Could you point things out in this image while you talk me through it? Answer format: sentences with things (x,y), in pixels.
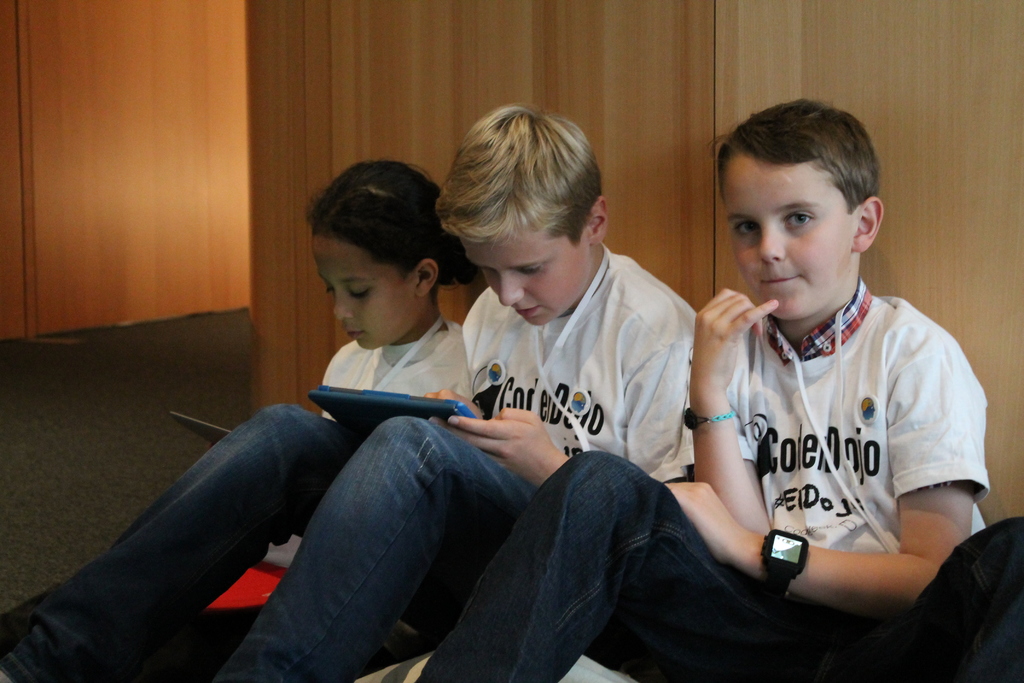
In this image, we can see kids (856,424) wearing clothes (512,352) and sitting in front of the wooden wall (605,138). There is a kid (507,155) in the middle of the image (608,428), holding an object (457,413) with his hand (530,432).
